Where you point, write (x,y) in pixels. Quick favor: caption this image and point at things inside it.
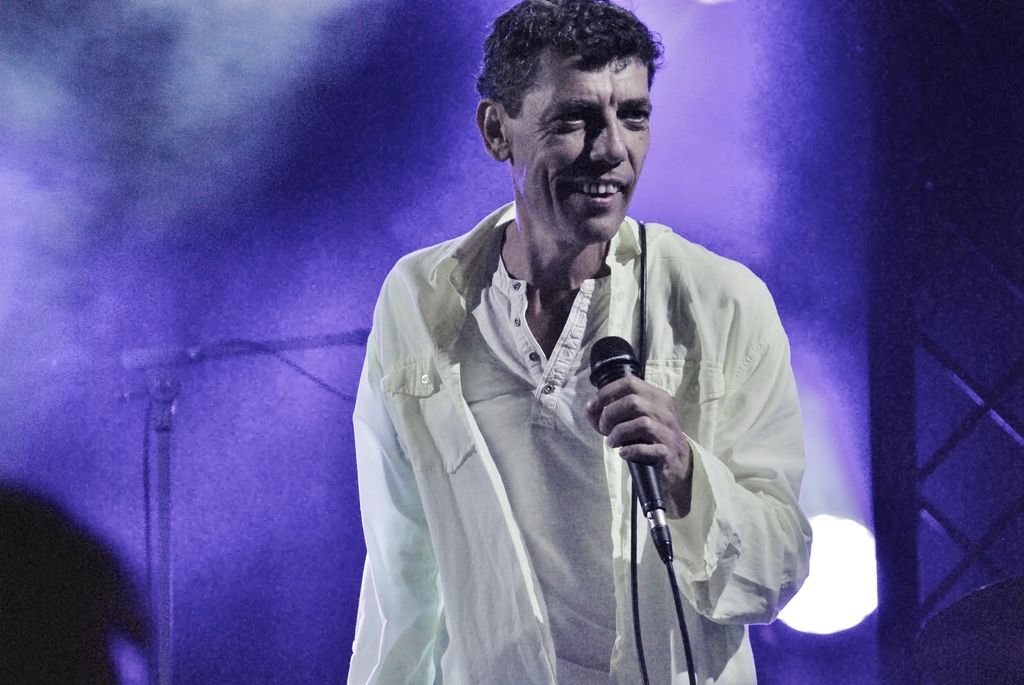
This picture shows a man (751,277) standing and holding a microphone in his hand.
